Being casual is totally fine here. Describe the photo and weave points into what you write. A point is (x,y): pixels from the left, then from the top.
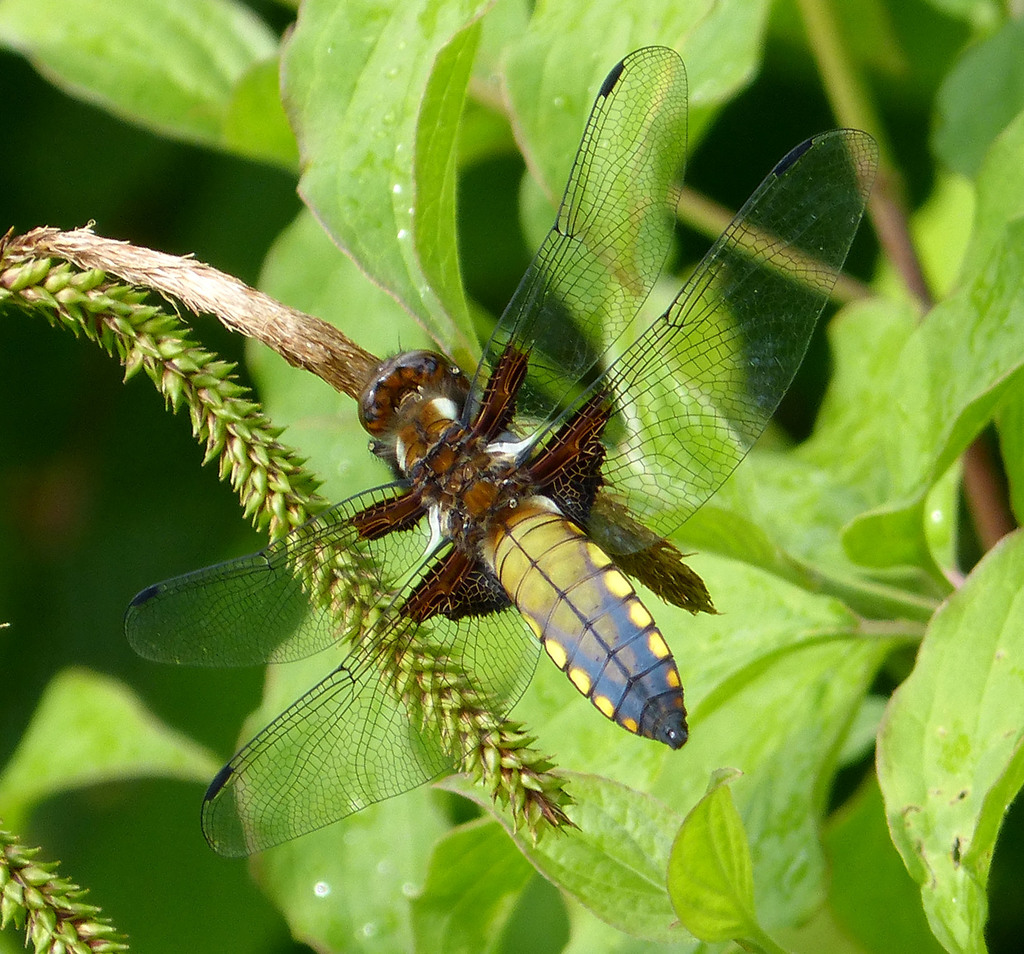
In this image we can see an insect (457,483) on a plant (152,364). In the background (473,938) there are plants (259,867).
